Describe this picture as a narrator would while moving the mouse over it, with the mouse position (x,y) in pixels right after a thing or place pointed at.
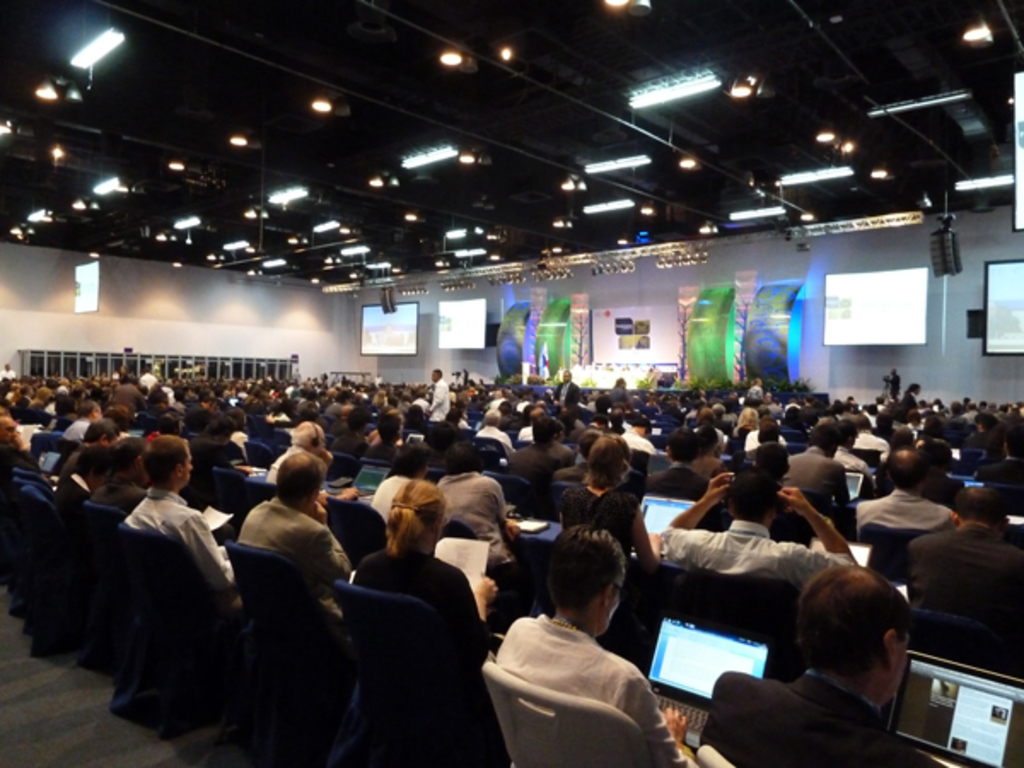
In this image, we can see there are persons (577,407) in different color dresses (748,760), sitting on chairs (1000,655) and having laptops (894,718) on their laps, there are persons (444,408) standing. Above them, there are lights (76,97) and screens (92,287) attached to the roof (228,231). In the background (81,294), there are screens (845,331) arranged and there is a stage (723,309), on which there are some objects (782,327).
